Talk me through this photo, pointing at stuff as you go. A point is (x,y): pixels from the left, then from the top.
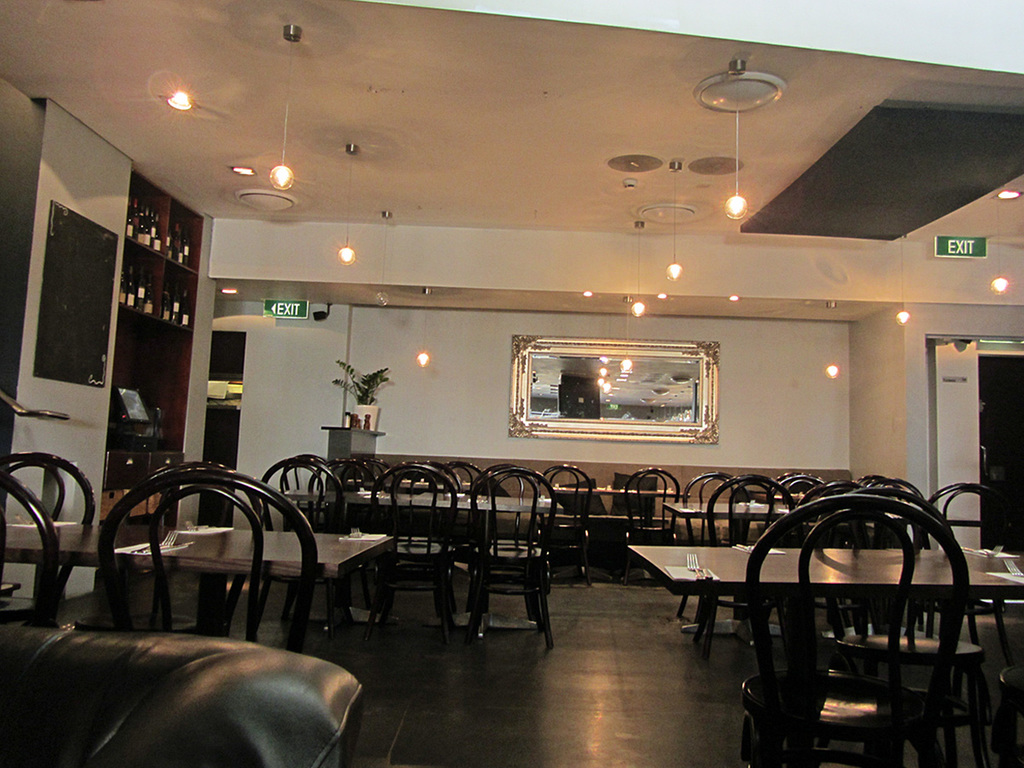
This picture is clicked in the restaurant (512,536). In this picture, we see chairs (719,475) and tables (334,553). In the background (373,419), we see a flower pot (364,409) and a mirror (603,346) which is placed on the white wall (753,391). We even see exit boards (293,314) in green color. On the right side (995,380), we see a door (1019,407). On the left side (164,277), we see a rack (148,254) in which glass bottles (142,300) are placed. At the top (444,106), we see the lights (177,90) and the ceiling (496,133) of the room (638,143).
